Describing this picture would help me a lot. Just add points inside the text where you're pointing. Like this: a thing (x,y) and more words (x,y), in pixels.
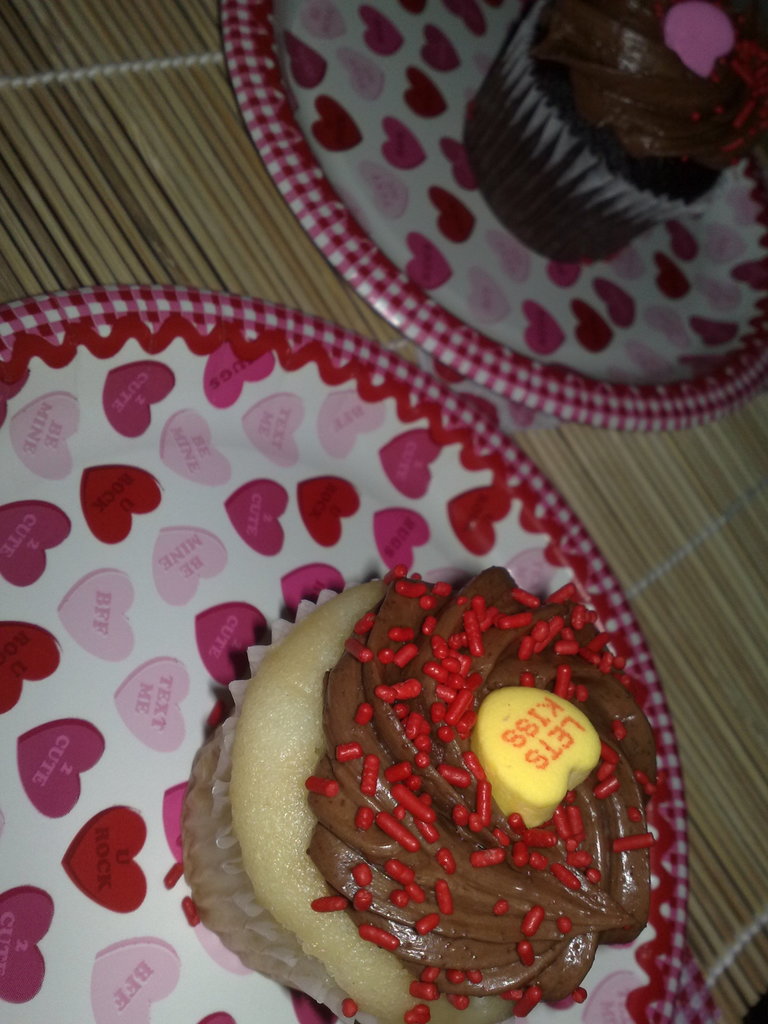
In this image there is a table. There are two plates (413,401). There are two cupcakes (515,655) on it.
